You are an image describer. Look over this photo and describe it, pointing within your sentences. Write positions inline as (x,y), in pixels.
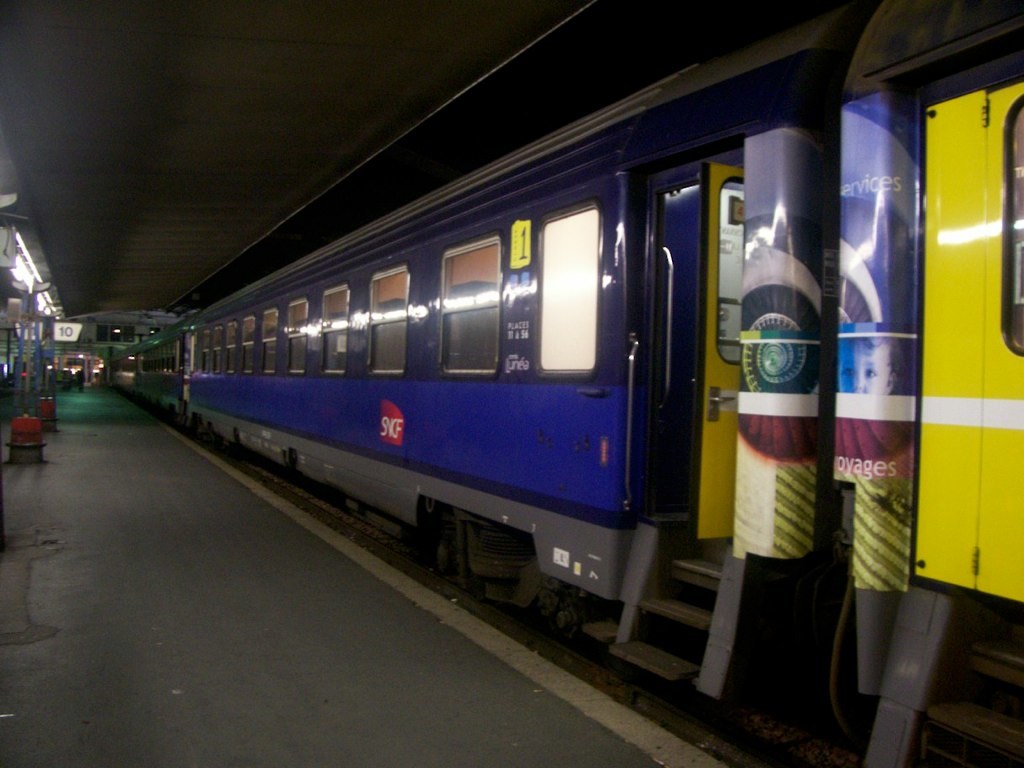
In this image I can see train (445,391) and on this train (461,336) I can see something is written at few places. I can also see a platform (101,488), few lights (48,296), a white colour board (61,340) and on it I can see something is written. I can also see this image is little bit in dark from background (448,135).
